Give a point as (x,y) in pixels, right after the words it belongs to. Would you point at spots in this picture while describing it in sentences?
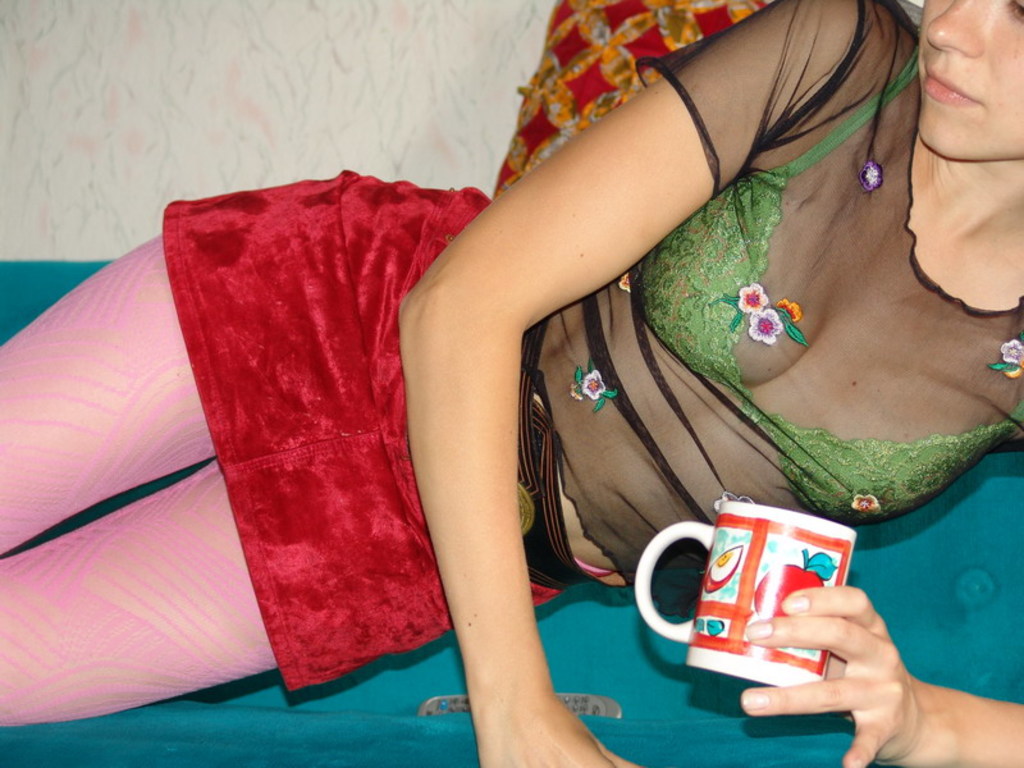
A woman (314,231) is laying on the bed (897,611) by holding a cup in her hand (864,615).
